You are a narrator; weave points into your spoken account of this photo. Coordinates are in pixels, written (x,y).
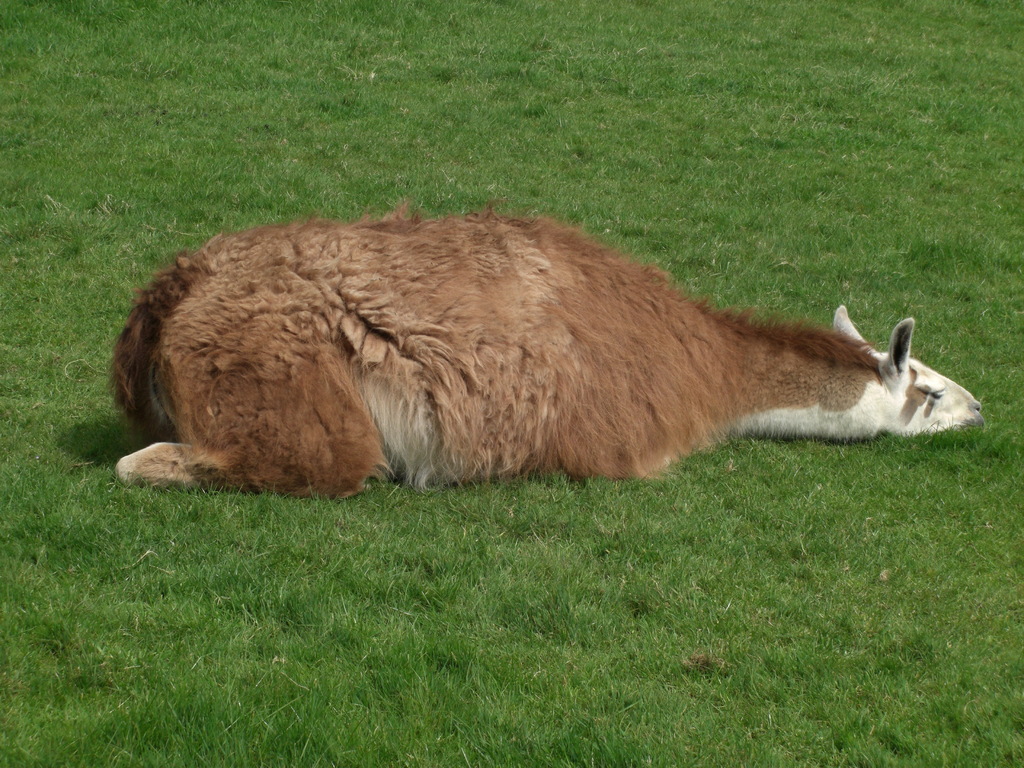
In this image we can see an animal (229,340) on the ground (330,152) and also we can see the grass (450,667).
